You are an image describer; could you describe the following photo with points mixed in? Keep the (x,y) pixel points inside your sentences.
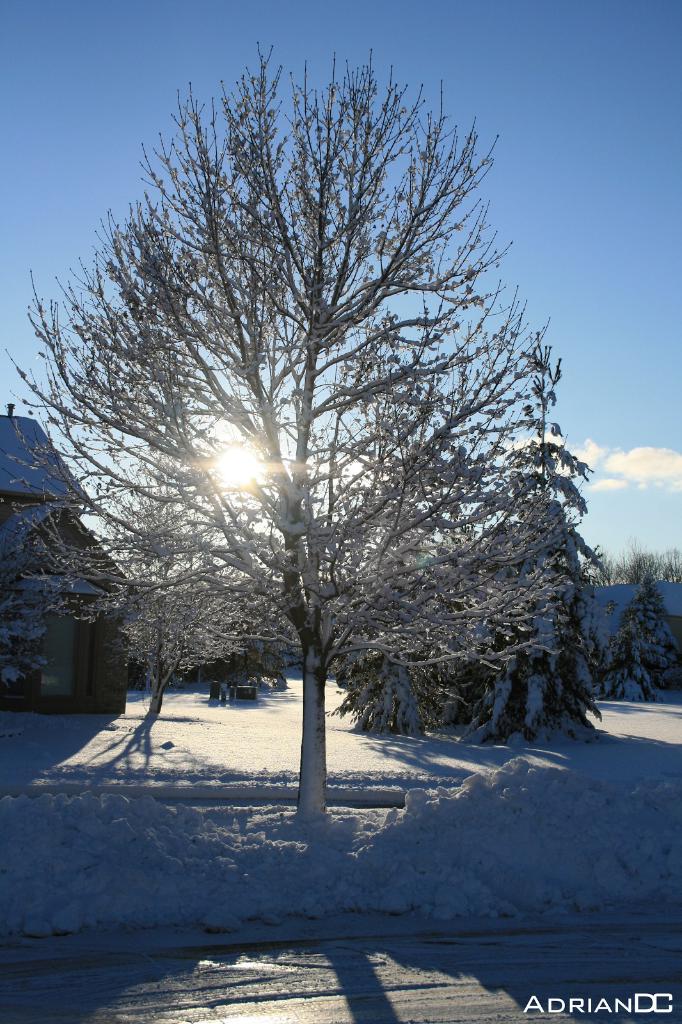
In this image there is a tree (309,799) in the middle (311,658). At the bottom (309,896) there is snow (492,856). At the top (616,255) there is the sky (592,257). On the left side (63,577) there is a house (23,544). Tree (544,637) are covered with the snow (536,627). In the background (228,451) there is a sun (234,461) at the top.
